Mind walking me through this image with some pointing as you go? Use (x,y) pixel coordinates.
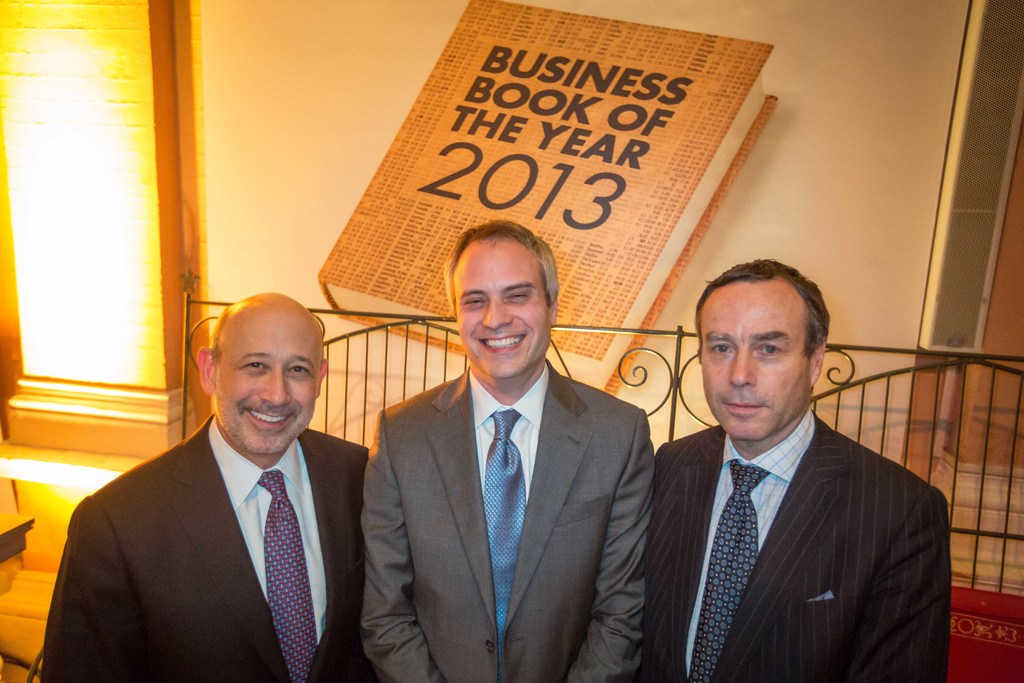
In this image, I can see three men (743,597) standing and two are smiling. In the background (388,333), there are iron grilles (426,319) and a poster (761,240) attached to the wall (776,240). On the left side of the image (23,409), I can see a pillar (72,430).
